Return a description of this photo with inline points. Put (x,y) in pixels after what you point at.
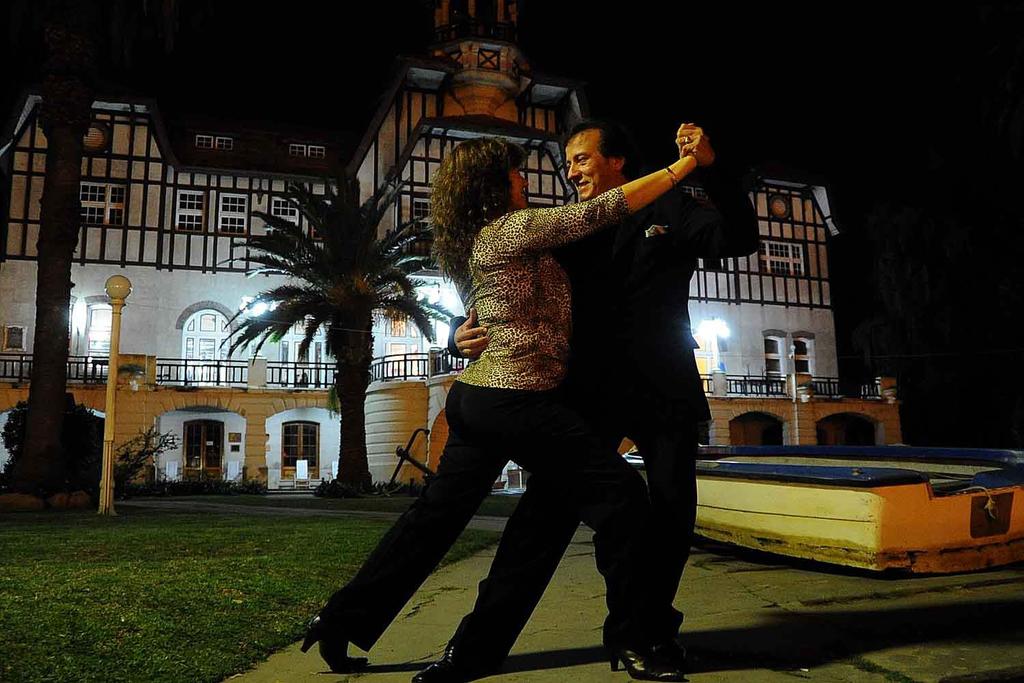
In this image I can see two persons (697,450). The person (530,331) at left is wearing brown and black color dress (509,371) and the person (634,434) at right (697,434) is wearing black color dress (670,412). In the background (411,315) I can see few light poles (112,392), trees (400,302) and I can also see the building (400,213) and the sky (734,76) is in black color.
